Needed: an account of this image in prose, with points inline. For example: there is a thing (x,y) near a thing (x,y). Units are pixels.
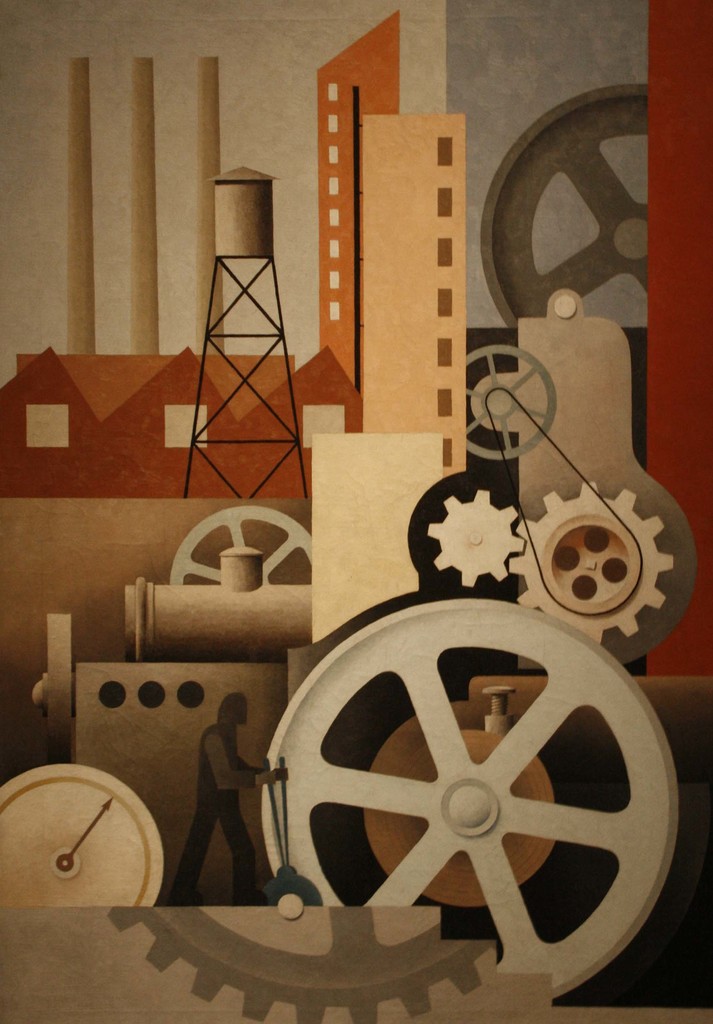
In this image we can see an animated image. In this image we can see some mechanical instruments (293,764).
